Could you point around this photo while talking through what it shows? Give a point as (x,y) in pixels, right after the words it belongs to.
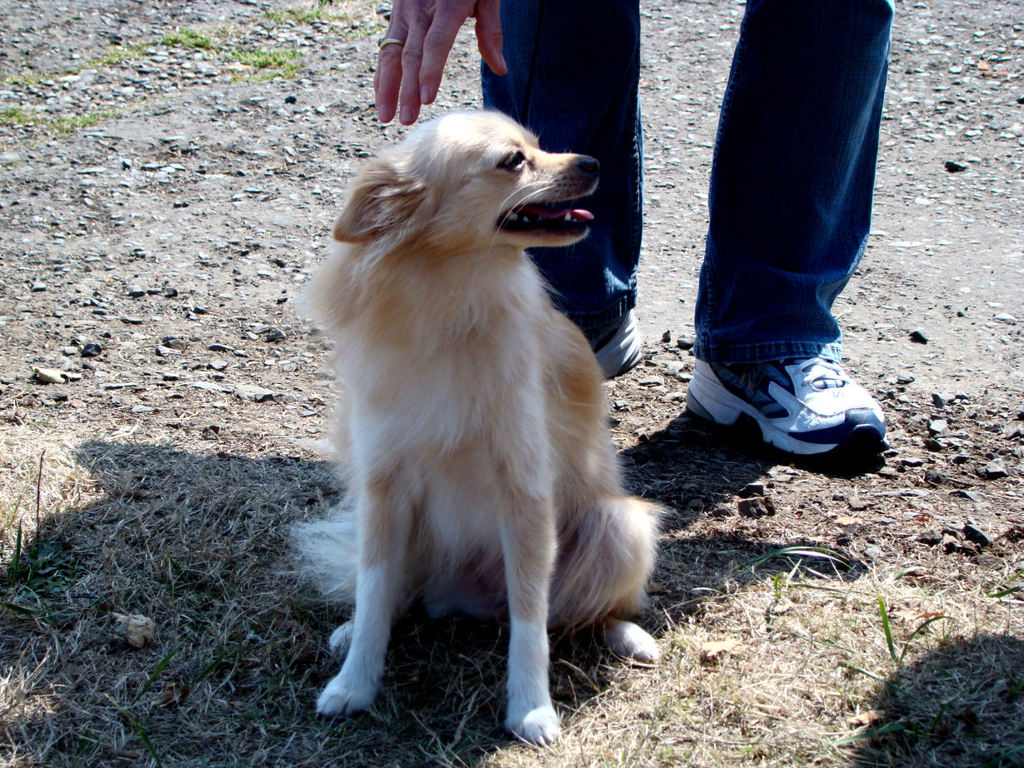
In this picture we can see a dog (352,517) and a person (581,100) wearing ring (391,42) to his finger (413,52). Here we can see blue jeans (782,298) and shoes (777,404).
